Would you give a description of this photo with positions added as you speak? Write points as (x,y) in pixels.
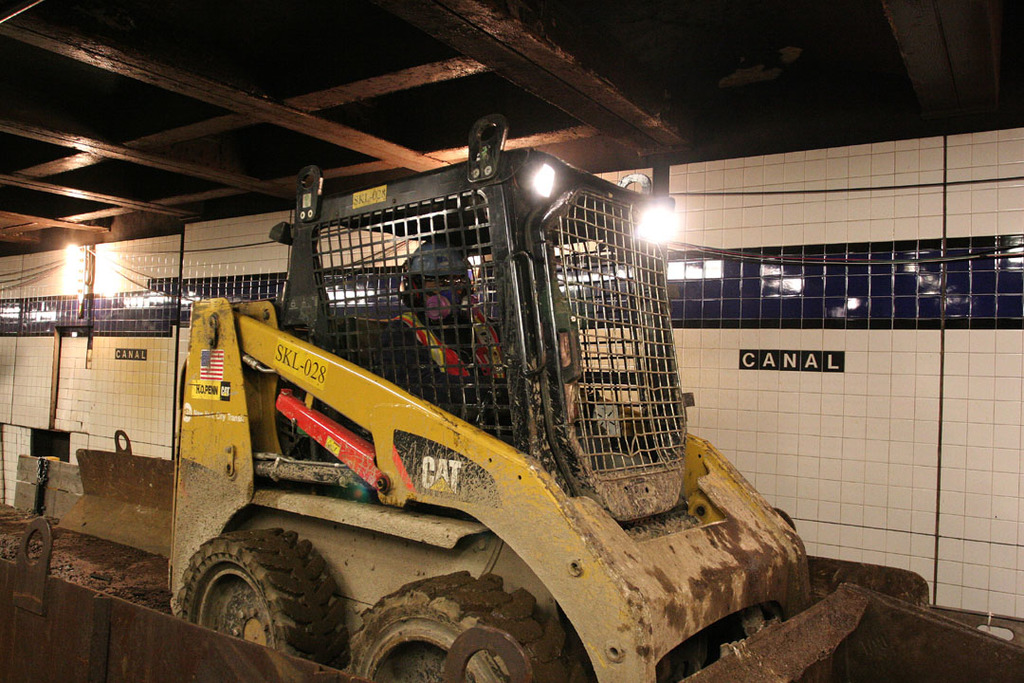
In this picture, we see a man (461,299) wearing helmet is riding the yellow color vehicle (390,420). Beside that, we see a white wall (849,383) made up of tiles (796,341) and on the wall (791,363), it is written as "CANAL". At the top of the picture (301,153), we see the roof (323,74) of the shed (823,97).
